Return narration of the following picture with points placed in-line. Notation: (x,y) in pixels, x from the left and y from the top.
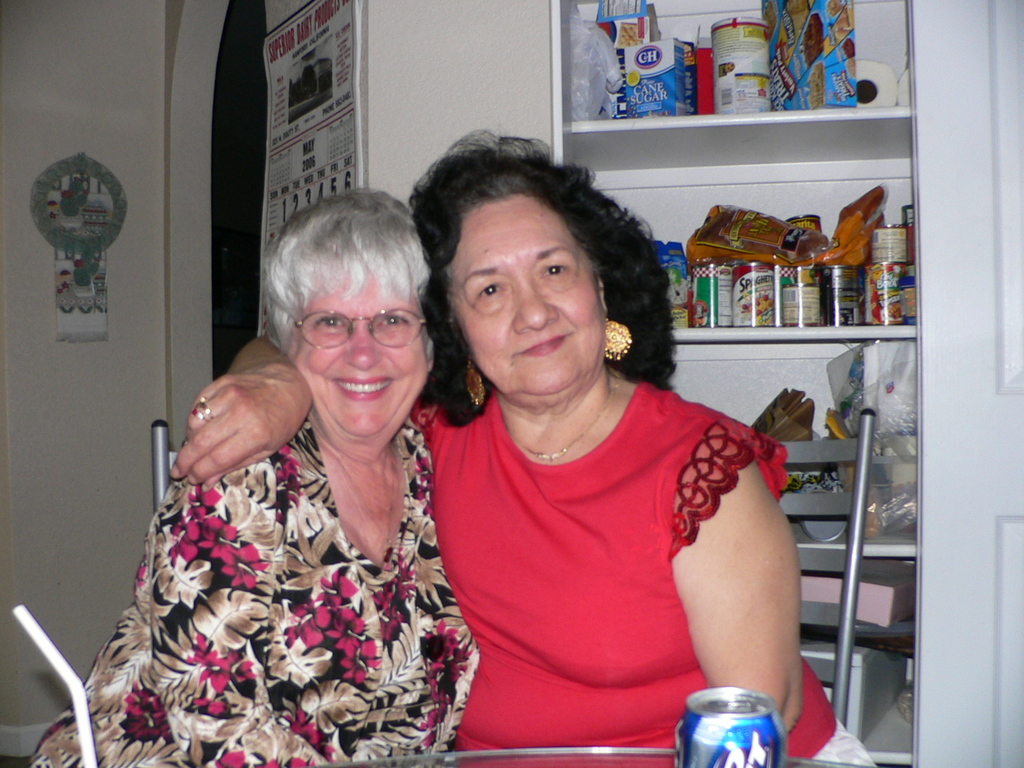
In this image I can see there are two women (357,594) sitting on the chair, there is a beverage can (704,714) in front of them, in the background (903,295), I can see there are few objects (706,231) arranged on the shelf (561,44) and there is a calendar (314,138) attached to the wall (31,577).
